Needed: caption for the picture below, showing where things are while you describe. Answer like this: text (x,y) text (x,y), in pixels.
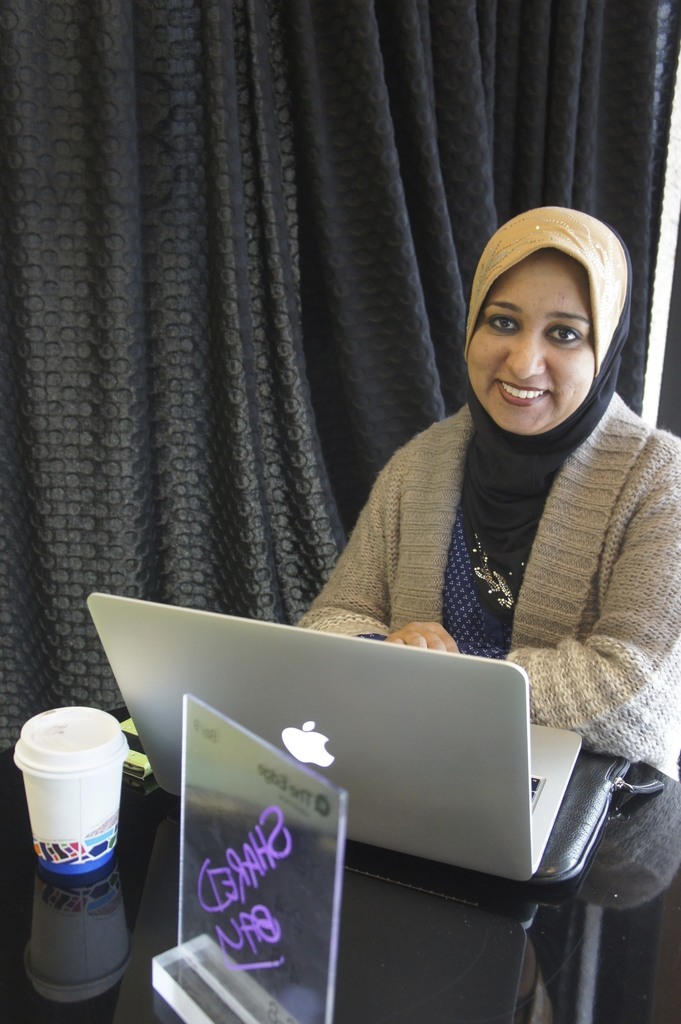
At the bottom (153,892) we can see laptop (252,736), cup (78,771), mobile (132,755), memorandum (238,879) and table (541,890). In the middle of the picture (400,502) we can see a woman (449,545). At the top (282,177) there are curtains (251,326).
